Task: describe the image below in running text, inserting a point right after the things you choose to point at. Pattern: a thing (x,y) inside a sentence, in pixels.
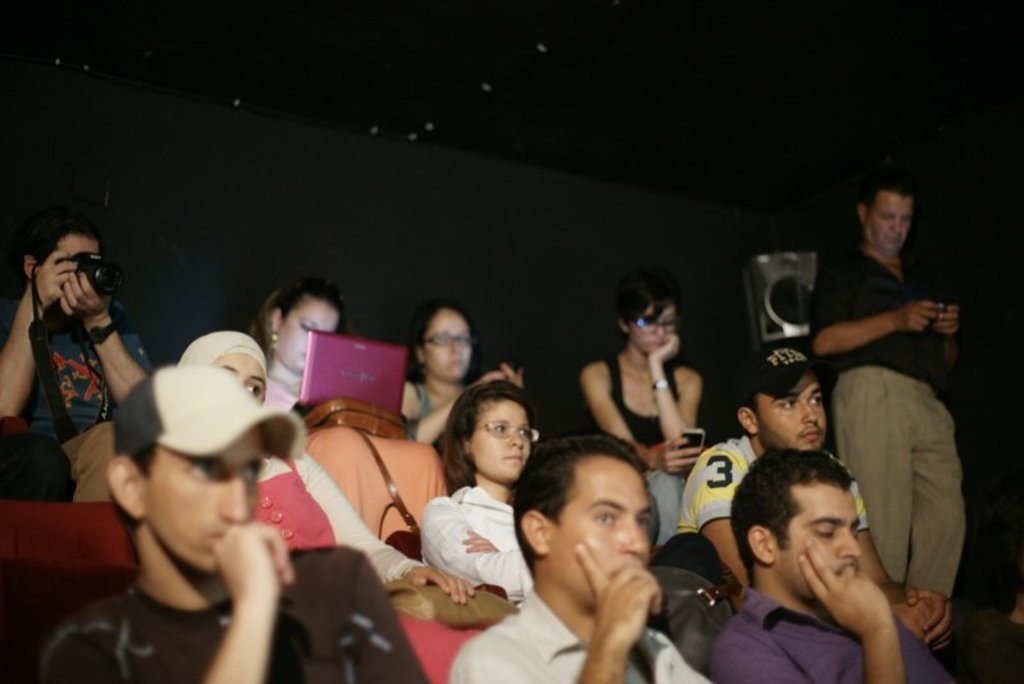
In this picture we can see few people (385,582) are sitting on the chair (60,580). We can see a person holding a camera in hand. A man (912,304) is standing and holding an object (935,303) in his hand (927,319). We can see a loudspeaker (781,258) in the background (750,308).
